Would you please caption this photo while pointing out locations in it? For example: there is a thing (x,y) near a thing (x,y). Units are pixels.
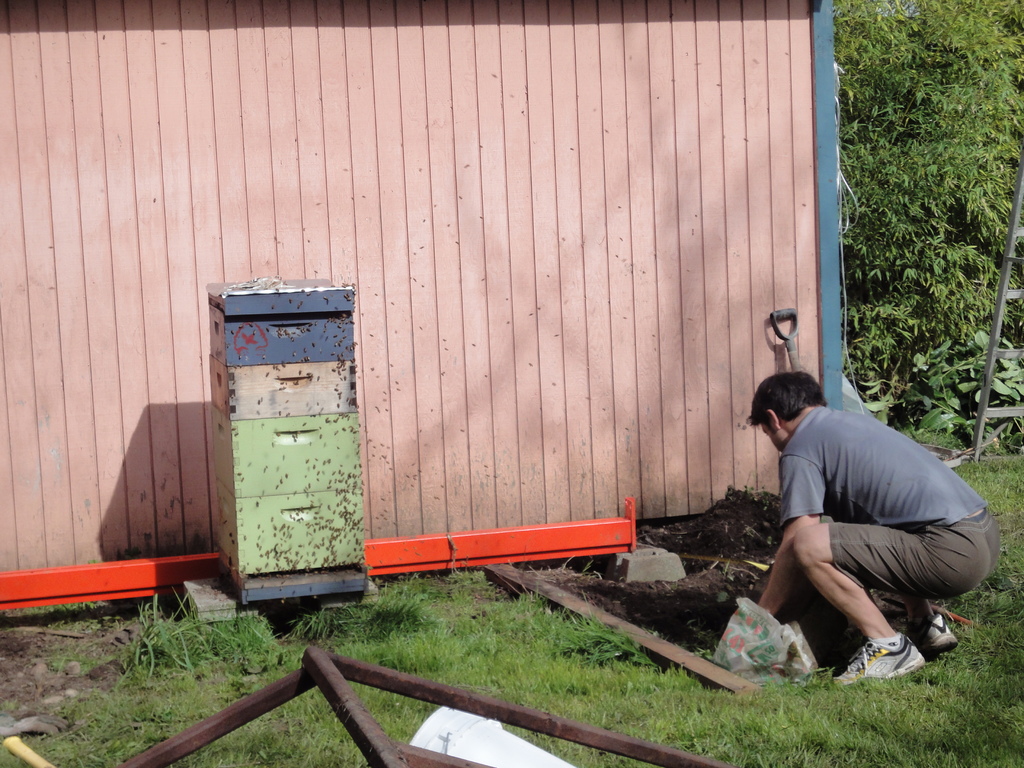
On the right (886,479) there is a man (897,490) who is wearing t-shirt (899,504), short (914,555) and shoe (916,670). He is holding some object (819,609), beside him we can see the wooden stick (590,607), plastic covers (751,608) and grass (916,708). In front of him we can see the wooden partition (502,436). At the top right (1020,175) there is a ladder (1003,351) near to the plants (903,186). At the bottom (447,698) we can see some rods (405,751). On the left (312,306) we can see the wooden boxes (286,447).
